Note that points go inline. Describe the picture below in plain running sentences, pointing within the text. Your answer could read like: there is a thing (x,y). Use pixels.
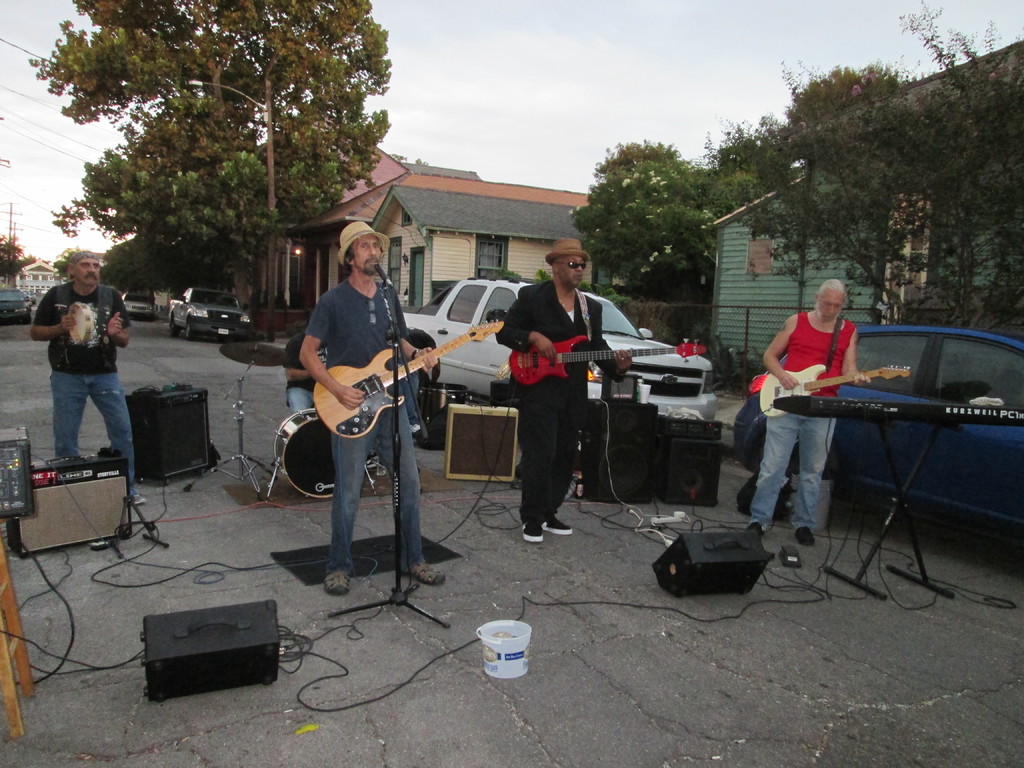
Completely an outdoor picture. These four persons (352,355) are playing musical instruments (804,416). This is a piano keyboard (924,419). These are speakers (667,439). There are vehicles (21,291) on road (217,338). Far there are number of trees (652,154) and buildings (487,244) with roof top (453,215). This is mic (383,272) with holder (394,427).
